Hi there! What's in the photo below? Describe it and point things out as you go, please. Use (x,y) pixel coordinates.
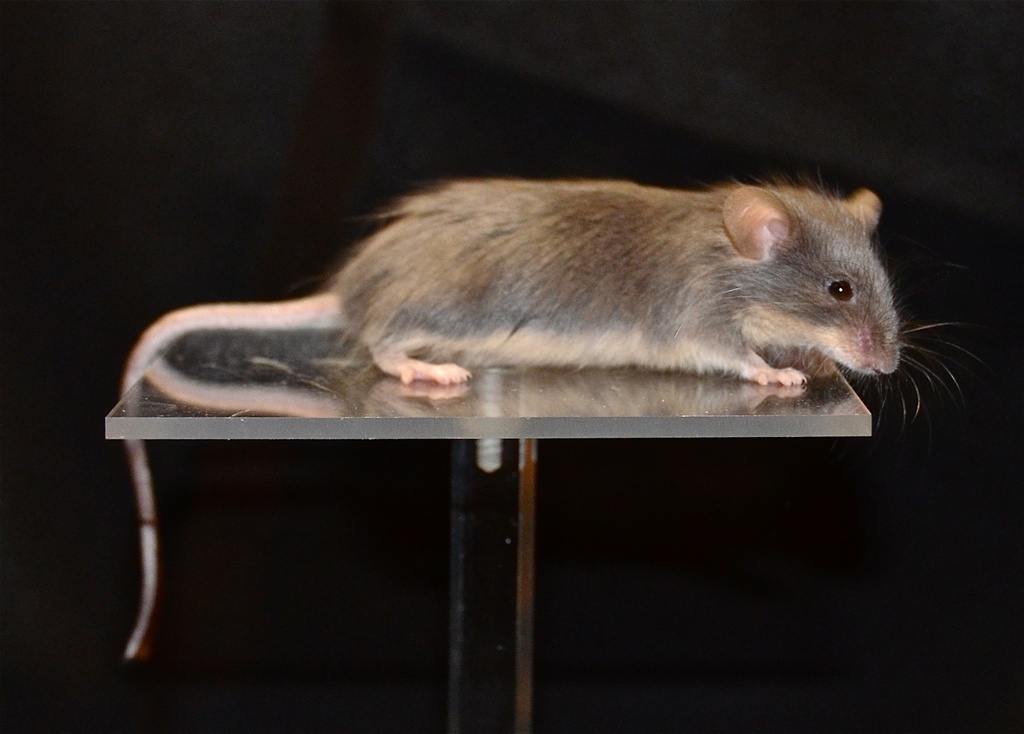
In this image we can see the rat (488,348) on the table (492,545). And there is a dark background (314,470).
